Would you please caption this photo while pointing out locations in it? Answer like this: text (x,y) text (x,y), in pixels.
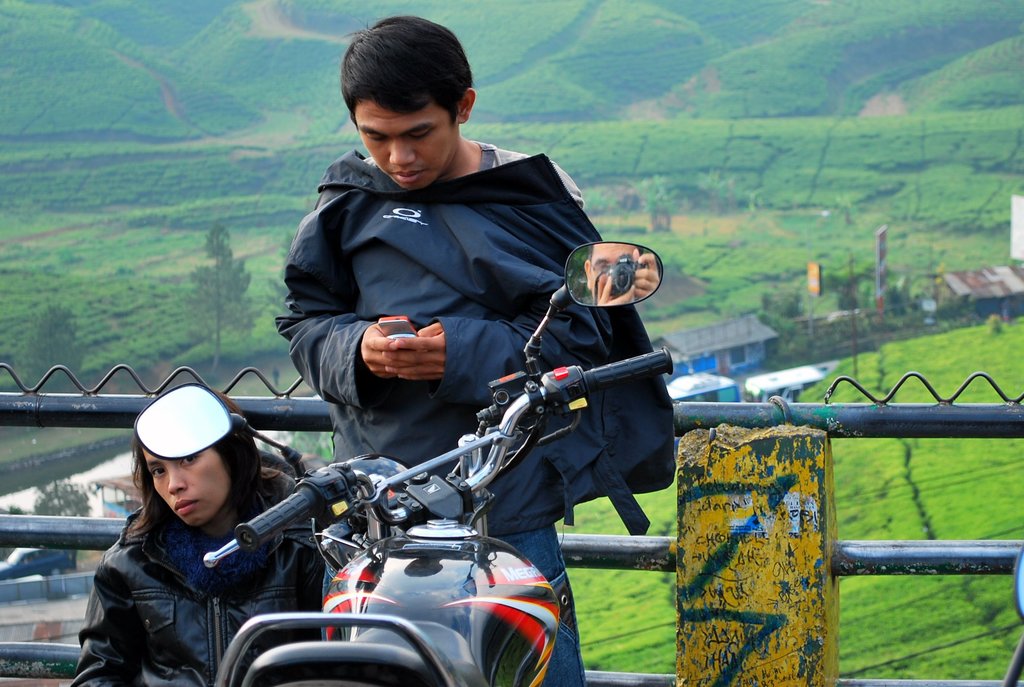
In the center of the image (487,403) we can see a man (568,491) standing and holding a mobile (394,335) in his hand (433,335). At the bottom (240,614) there is a lady (208,615) wearing a jacket (201,616) and we can see a motorbike (398,642). In the background (730,420) there is a fence (790,403), sheds (960,301), boards (885,283), hills (257,298) and trees (200,299).
